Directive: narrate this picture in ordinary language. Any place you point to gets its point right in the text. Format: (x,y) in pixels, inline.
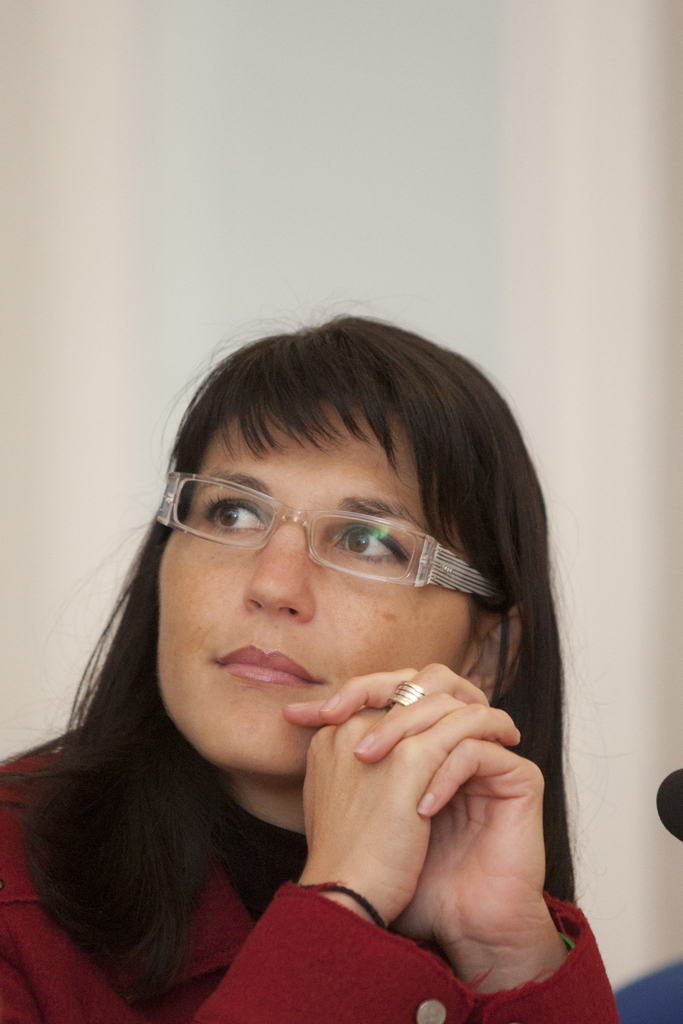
In this picture I can observe a woman (310,660). She is wearing maroon color dress (336,974) and spectacles (216,484). The background (112,133) is in white color.
